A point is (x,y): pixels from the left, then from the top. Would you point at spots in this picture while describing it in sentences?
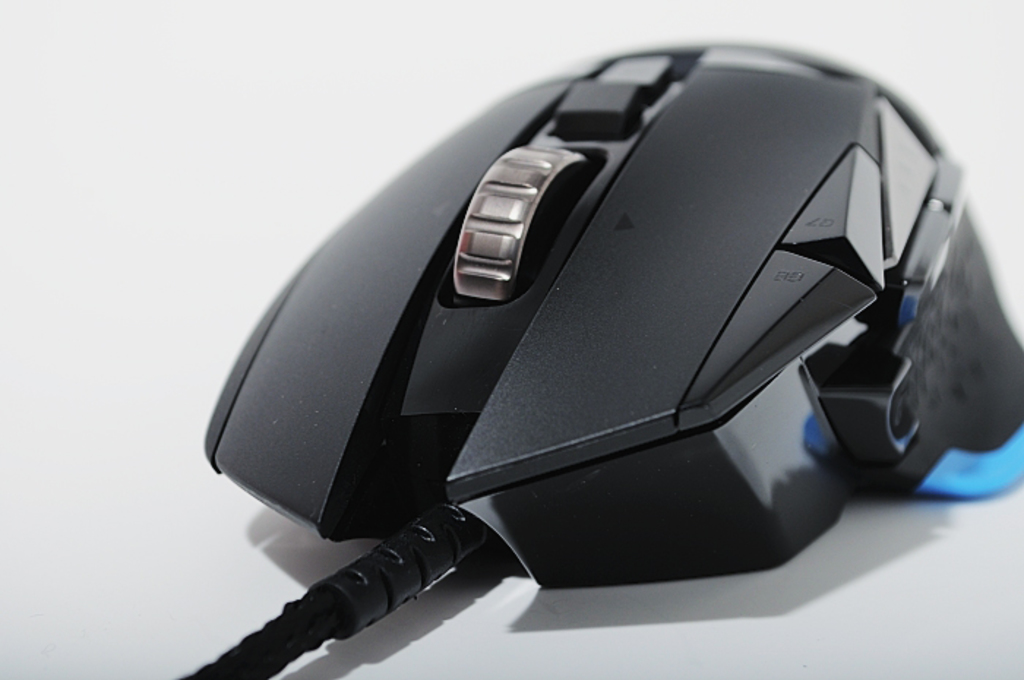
We can see mouse (634,276) with cable (370,608) on the white platform (953,586). In the background (518,20) it is white.
